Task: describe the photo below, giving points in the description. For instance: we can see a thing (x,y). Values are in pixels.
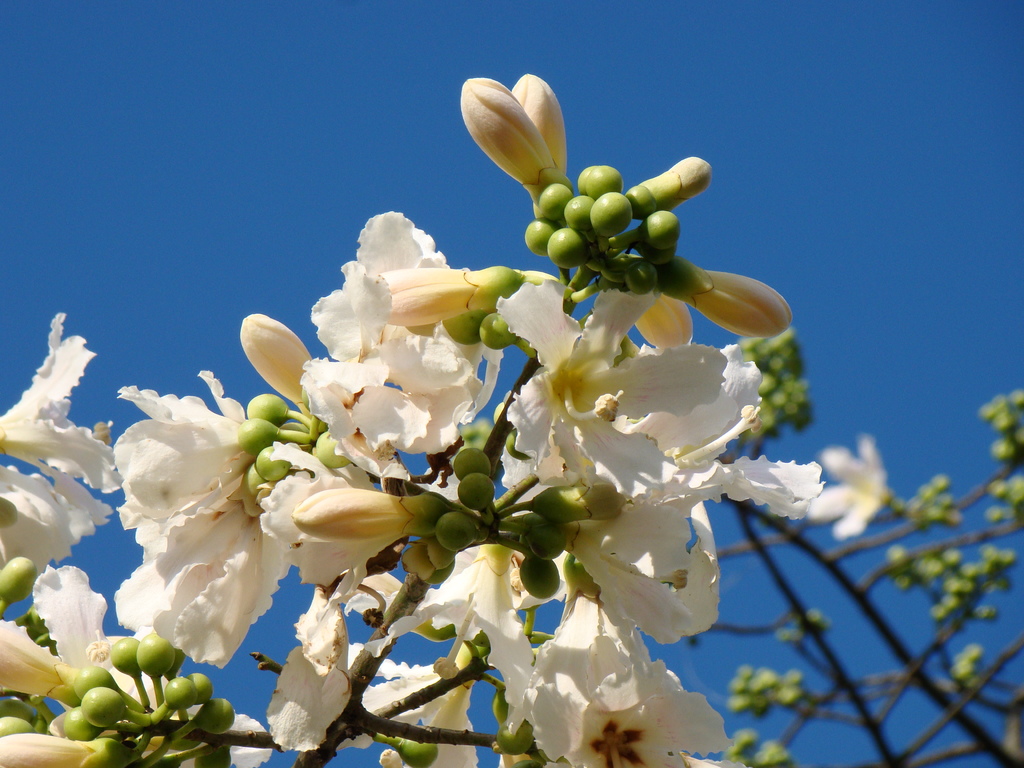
In the image in the center (509,439), we can see fruits (589,189) and flowers (150,499), which are in white color. In the background (176,183) we can see the sky (370,200).
